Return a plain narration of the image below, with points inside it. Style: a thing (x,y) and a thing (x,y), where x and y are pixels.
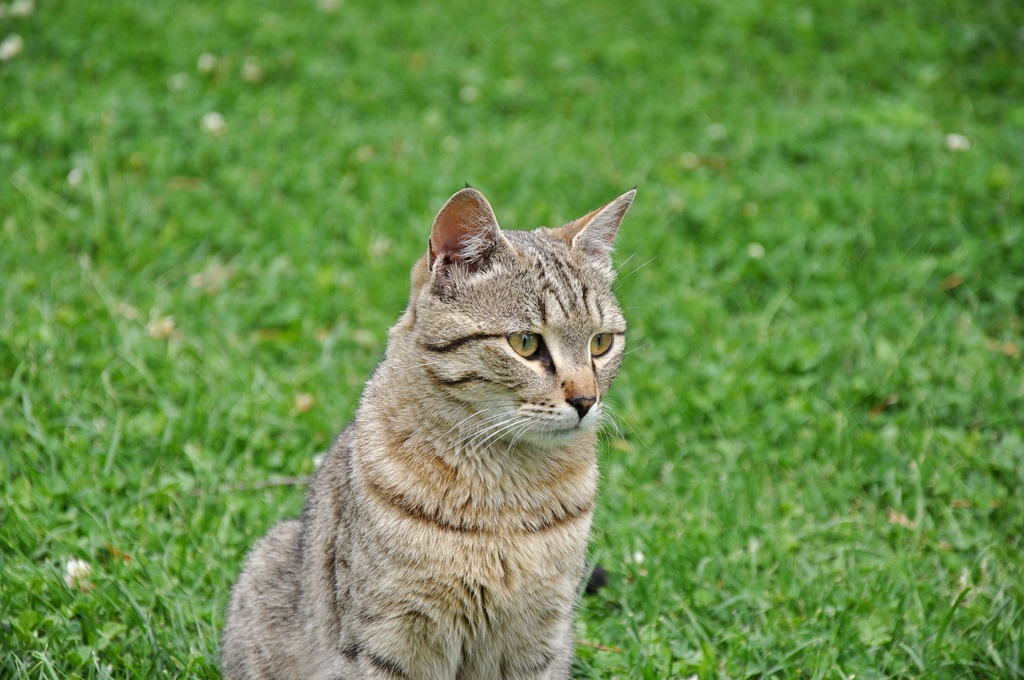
In the center of the image (461,323) we can see a cat (429,449). In the background (308,297) we can see the grass (756,432).
